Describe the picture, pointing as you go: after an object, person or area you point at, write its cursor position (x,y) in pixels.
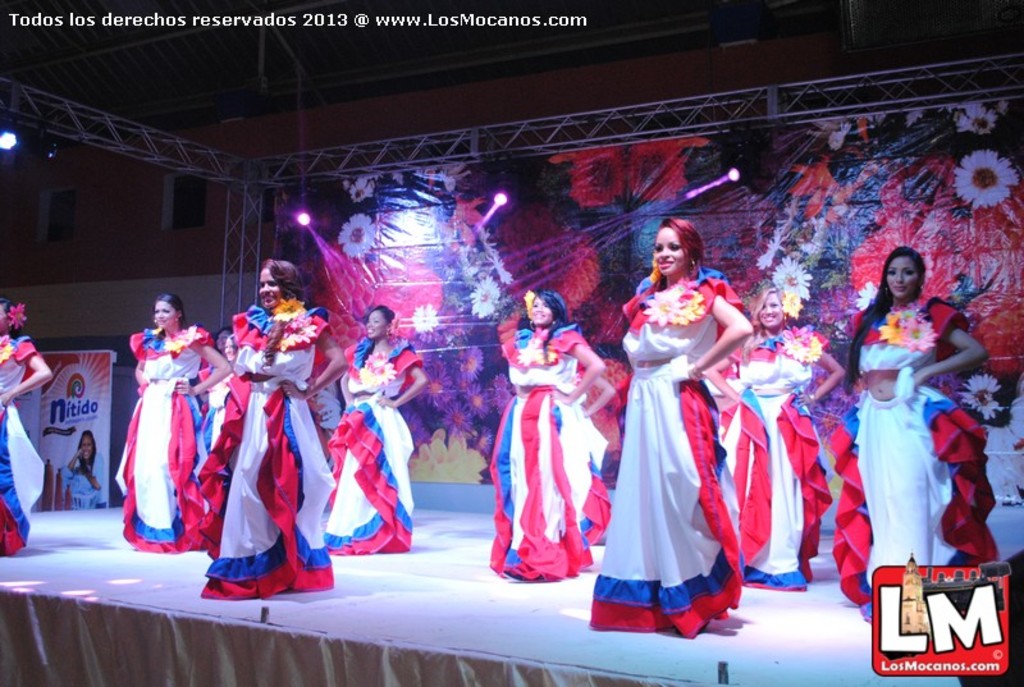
In this picture we can see group of people (580,402) on the stage (472,551), they wore costumes (549,446), behind them we can find few metal rods (267,180), hoardings (447,207) and lights (704,190), in the top left hand corner of the image (298,25) we can find some text (319,26), in the bottom right hand corner (929,580) we can see a logo (918,626).
